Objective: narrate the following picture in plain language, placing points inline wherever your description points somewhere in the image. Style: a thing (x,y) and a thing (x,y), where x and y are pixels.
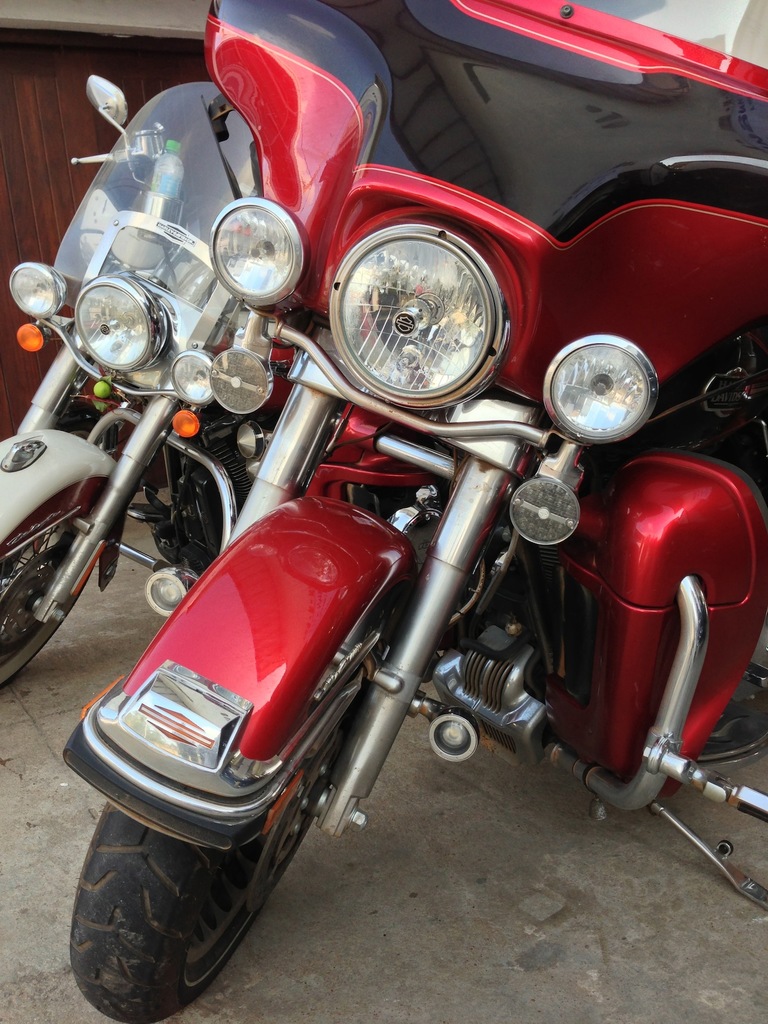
This image consists of two bikes (266,379). They have headlights (380,328), wheels (118,929), stands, mirrors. One is in red color, one is in white color.
